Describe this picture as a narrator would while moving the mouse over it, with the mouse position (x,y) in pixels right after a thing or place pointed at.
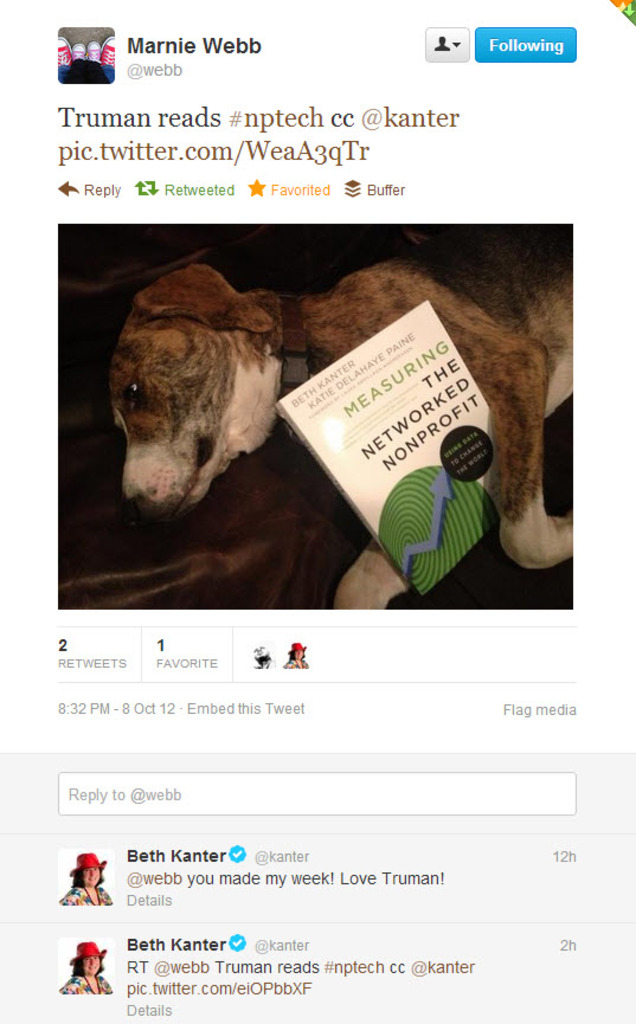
In this image I can see the screenshot. I can see the book (386,431) and the dog (332,307) is in brown and cream color and something is written on it.
